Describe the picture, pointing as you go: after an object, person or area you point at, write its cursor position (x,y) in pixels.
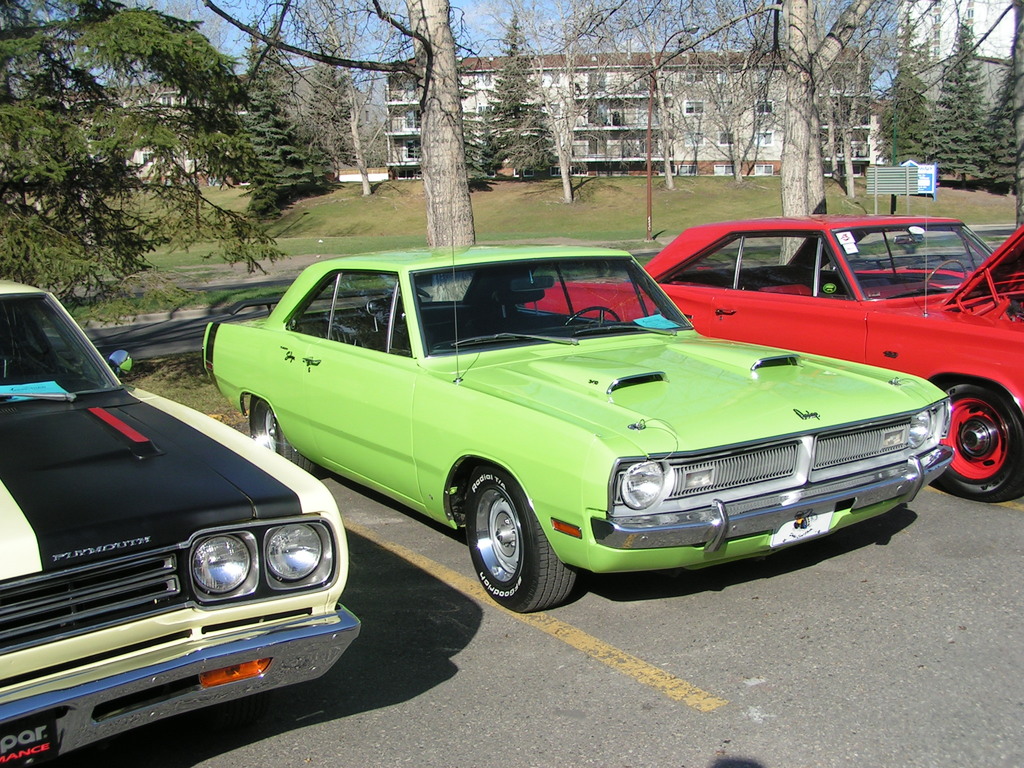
In the center of the image (450,474) there are cars (545,474) on the road (986,601). In the background (263,150) there are trees (837,108) and a building (601,138). At the top (554,13) there is sky (543,26).
